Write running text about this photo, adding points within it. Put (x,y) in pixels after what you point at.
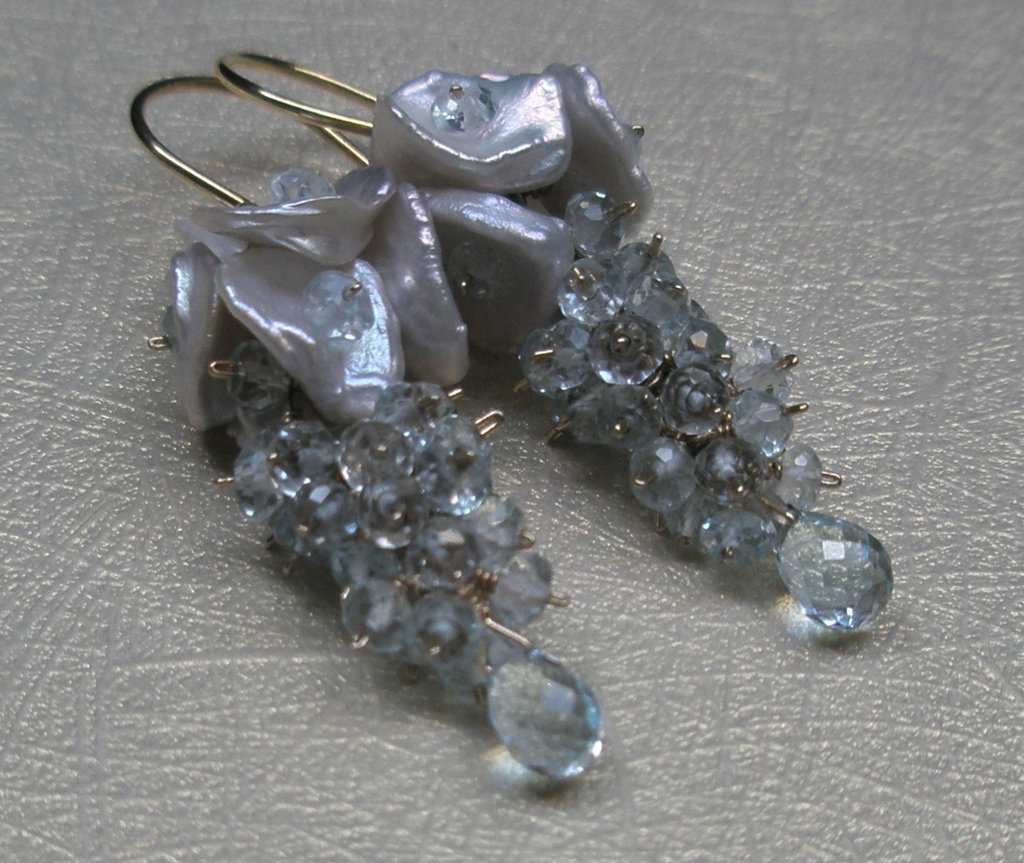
In this image I can see the earrings (486,303) which are in ash color. These are on the ash color surface (637,757).
